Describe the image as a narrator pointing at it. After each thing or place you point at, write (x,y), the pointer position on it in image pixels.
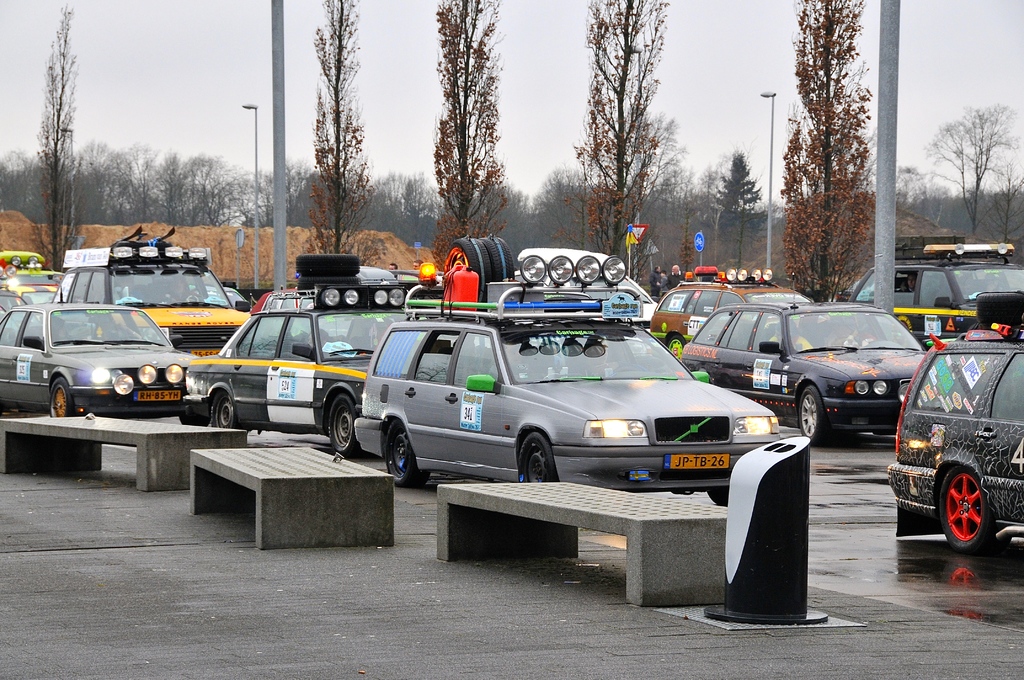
In this image I can see many vehicles (135,290) are on the road (908,577). These vehicles (718,386) are colorful and I can see the lights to the vehicles (433,390). In the back (793,250) I can see the poles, trees (568,220) and also the sky (697,80). To the side there are the cement benches (313,491).
